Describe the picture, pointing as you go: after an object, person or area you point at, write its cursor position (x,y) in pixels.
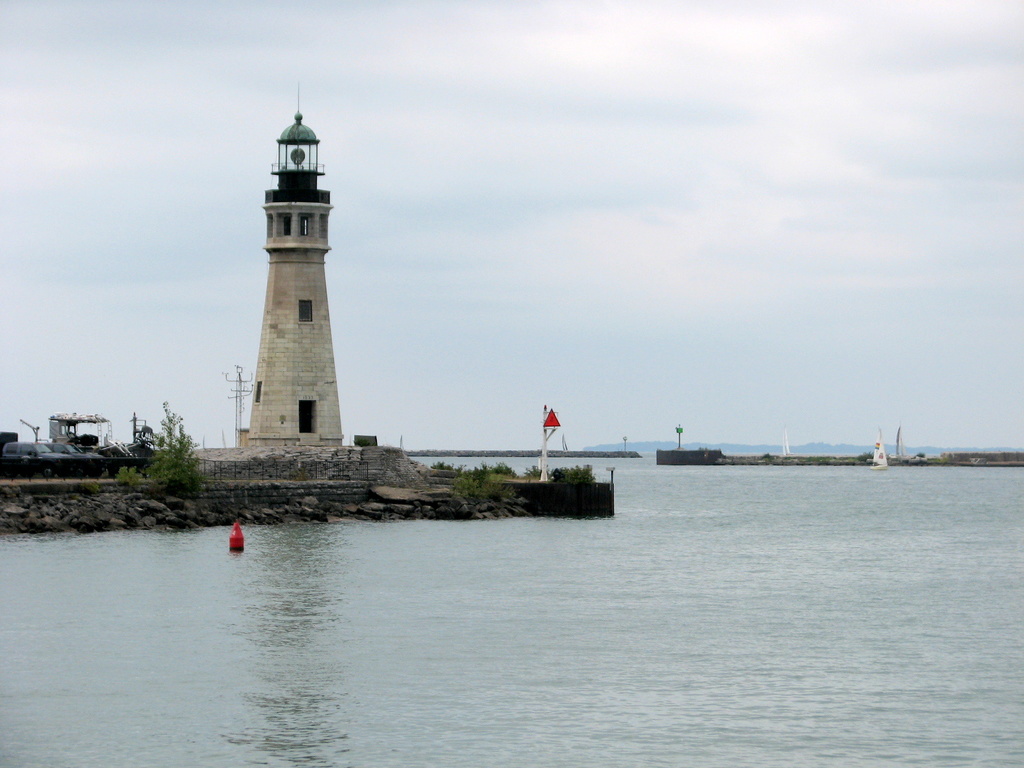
In this image, we can see a lighthouse (310,325) with walls (290,317) and pillars (298,231). Here we can see few plants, poles (546,470). At the bottom (571,543), there is water (657,646). Background (884,466) there is a boat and sky (635,319).
